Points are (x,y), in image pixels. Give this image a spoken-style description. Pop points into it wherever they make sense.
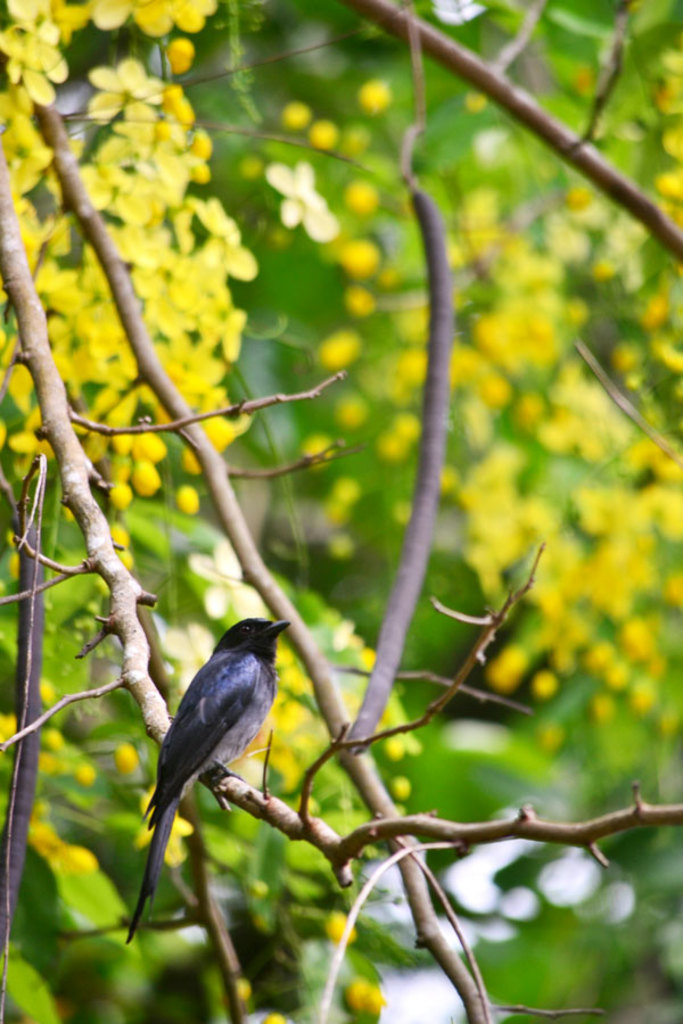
In the image in the center (361,532) we can see trees (483,428), plants (497,408) and branches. On the branch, we can see one bird (261,696), which is in black and white color.
